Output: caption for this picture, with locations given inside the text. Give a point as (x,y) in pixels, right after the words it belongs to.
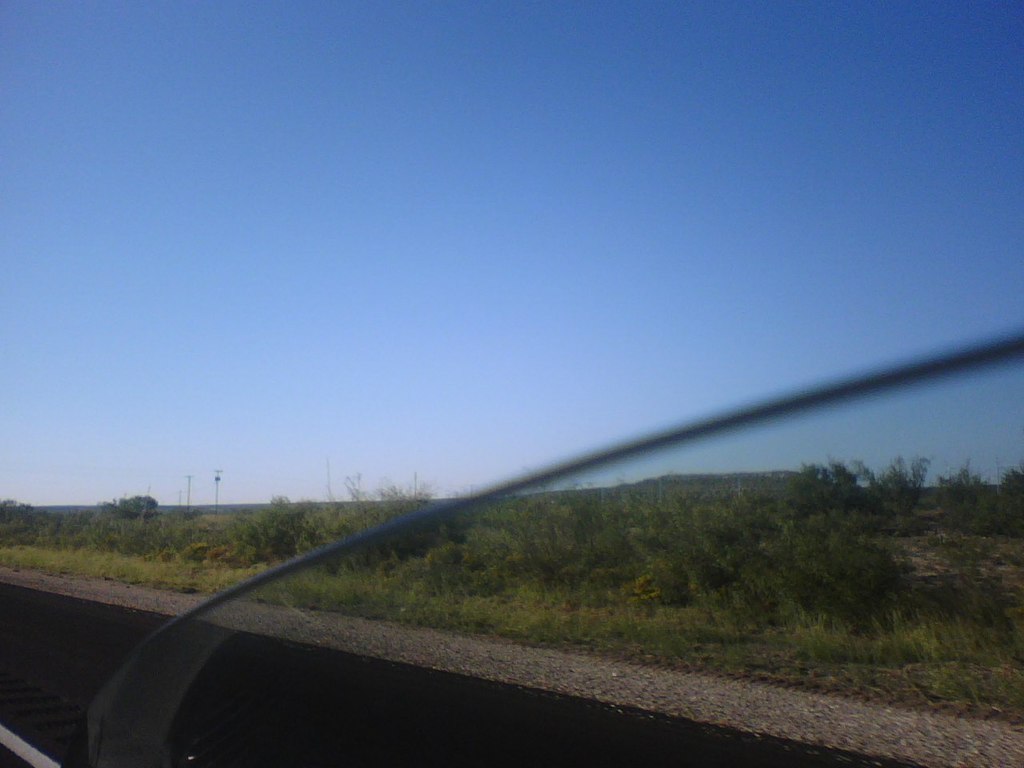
In this image we can see some plants (549,596), trees (282,547) and poles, in the background (547,390) we can see the sky (413,450).
